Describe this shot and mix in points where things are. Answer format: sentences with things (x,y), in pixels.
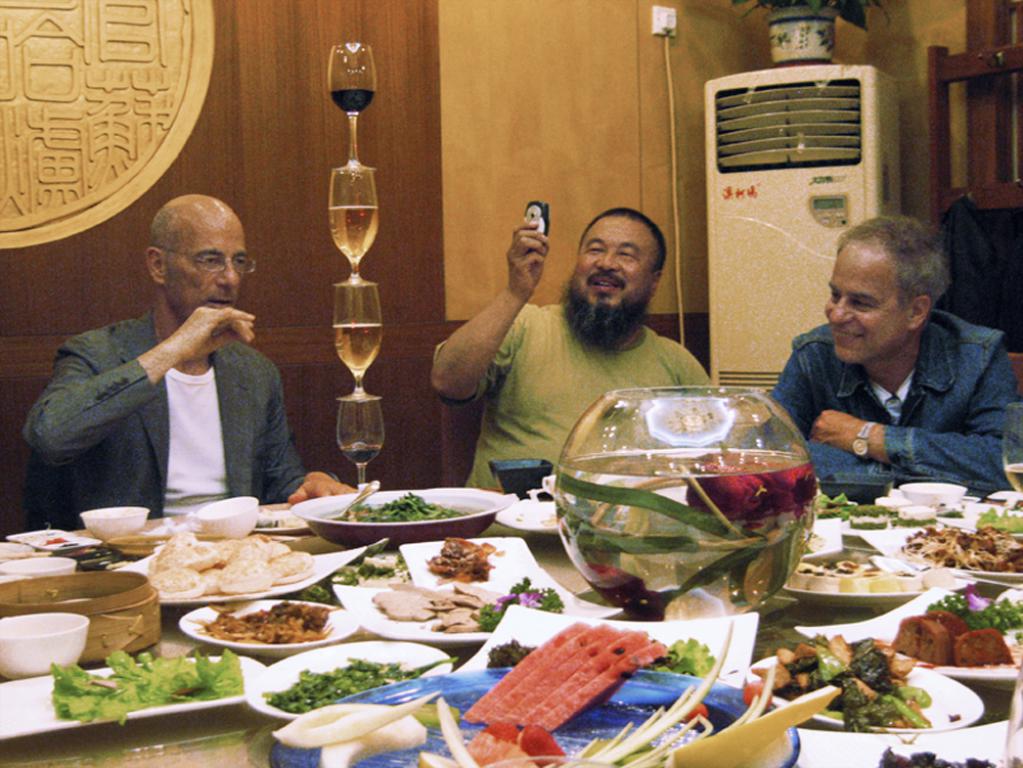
In this image we can see food items (301,564) in the plates (208,611) on a table (736,683), a bowl (703,473) with a plant (732,522) and flowers (735,495) in the water (706,501), glass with liquid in it and we can see glasses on the glasses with liquid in them. There are three persons (208,382) sitting at the table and a man (539,259) among them is holding a mobile (548,226) in his hand (538,240). In the background (15,118) there is a house plant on a cooler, cable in a socket (662,25) on the wall (549,270) and other objects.
